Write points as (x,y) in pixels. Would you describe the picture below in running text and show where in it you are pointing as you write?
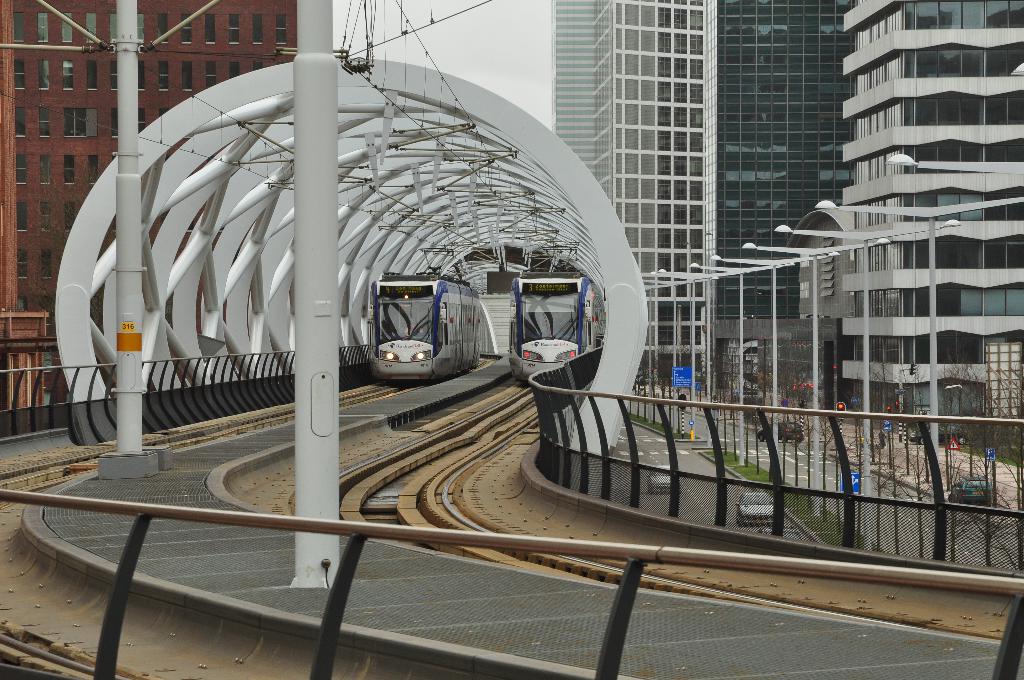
In this picture we can see two trains (541,288) on the railway tracks (397,484). Few vehicles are visible on the road (662,434). There are some boards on the poles (711,388). We can see a few street lights (737,270) and a buildings (752,199) in the background (771,80).
